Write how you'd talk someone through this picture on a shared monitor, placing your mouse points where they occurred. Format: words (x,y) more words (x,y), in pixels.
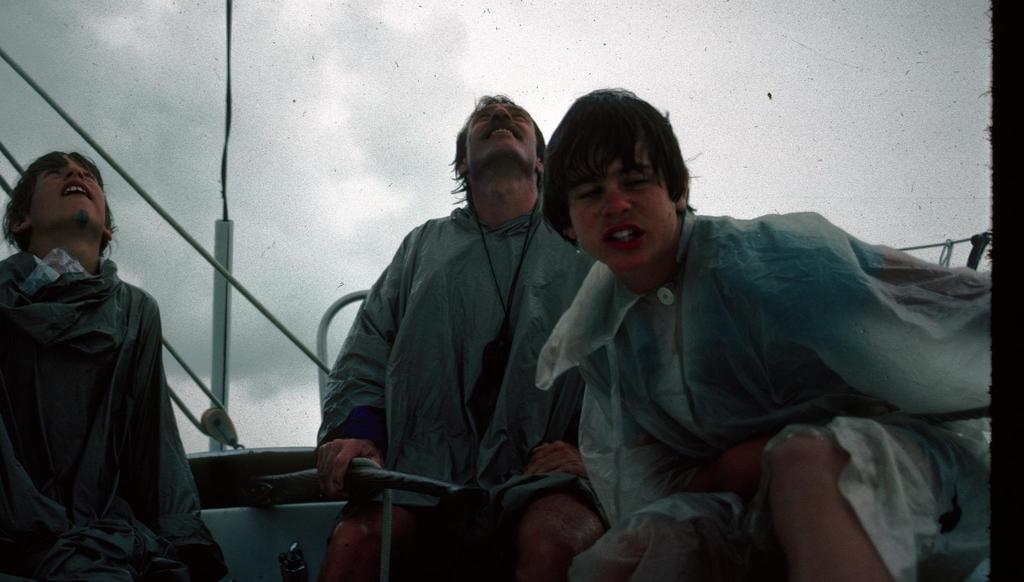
In this image we can see people (115,403) sitting. In the background (275,371) there are ropes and sky (271,174).
